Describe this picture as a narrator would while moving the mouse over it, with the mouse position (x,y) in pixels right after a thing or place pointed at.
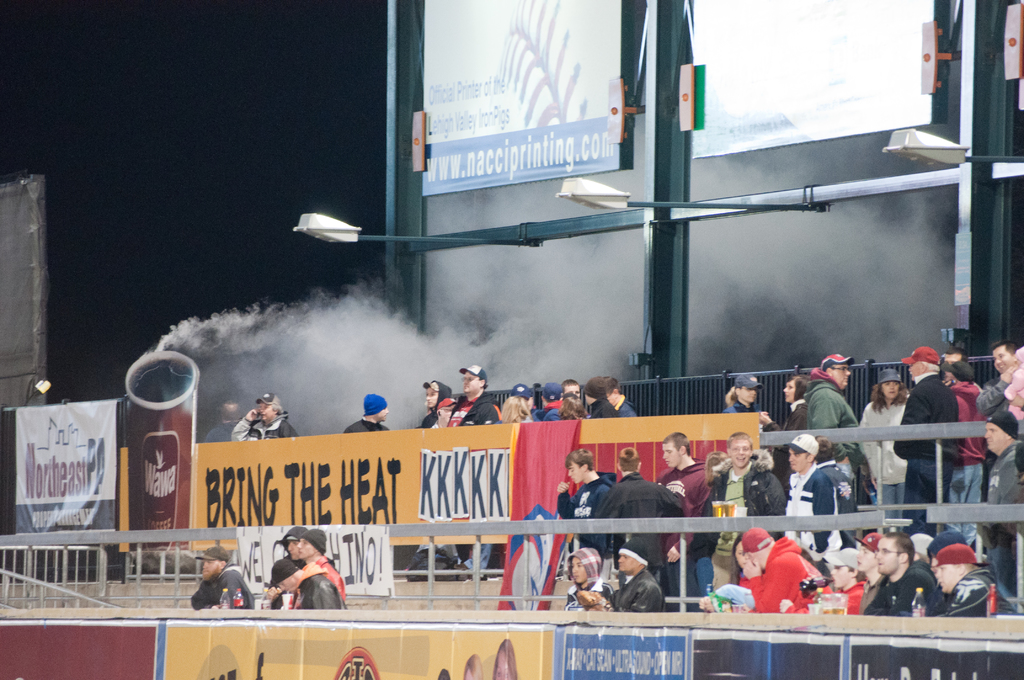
This is the smoke (338,363), many people (565,391) are standing at here.
